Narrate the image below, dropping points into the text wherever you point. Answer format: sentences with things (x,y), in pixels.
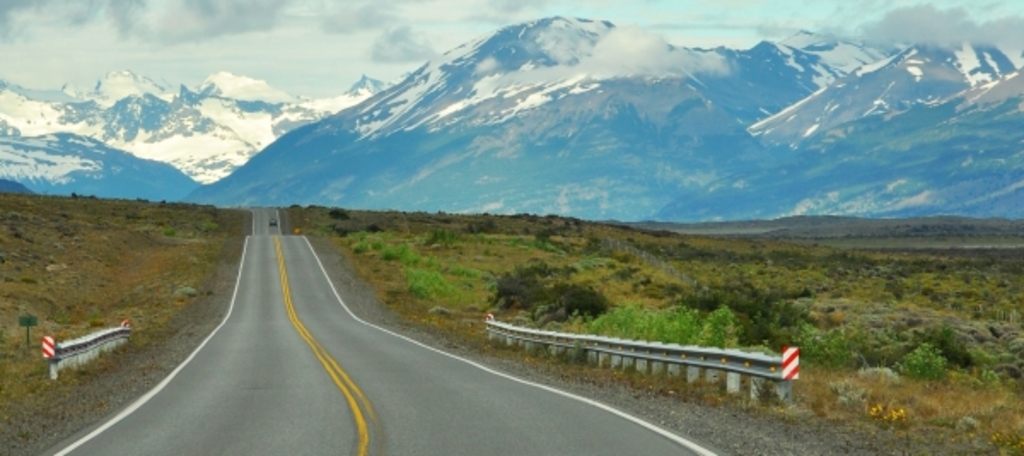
In the center of the image (345,298) there is a road (118,441). To the both sides of the image there is grass (587,286). In the background of the image (315,104) there are mountains (315,104) with snow (264,89) and sky (266,42).
